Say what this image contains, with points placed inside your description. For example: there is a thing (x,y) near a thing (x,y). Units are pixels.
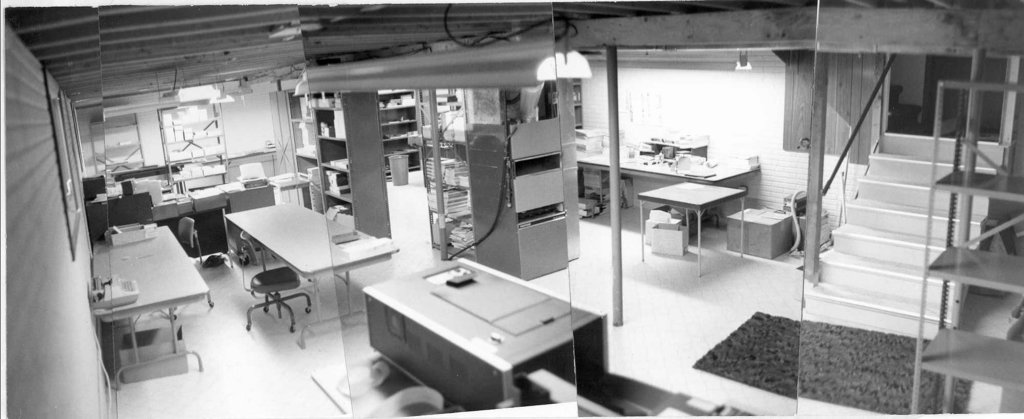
In this picture I can see the inside view of a room (297,159) and I see number of tables (176,350), on which there are few things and I can see the racks (432,95), on which there are number of things (339,133). On the top of this picture (192,94) I can see the lights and I can see the walls (12,159). On the right side of this image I can see the steps (873,175) and I see that this is a black and white image. On the bottom of this picture (328,321) I can see the floor (308,345) and I see few chairs (246,236).
